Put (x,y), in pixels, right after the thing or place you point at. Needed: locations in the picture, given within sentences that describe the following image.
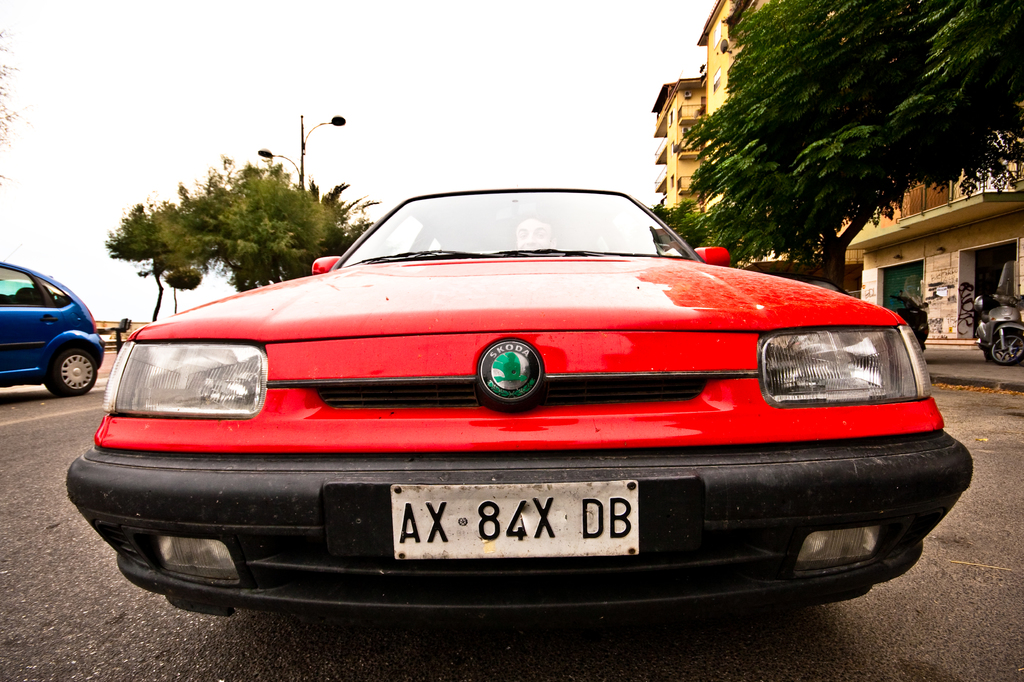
There is a car (393,415) on the road (338,673) as we can see in the middle of this image (553,344). There are some trees (129,256) and a car (31,331) on the left side of this image (67,299), and there are some buildings (955,271), trees (862,220), and bikes (993,330) on the right side of this image (848,199). There is a sky (543,161) in the background (380,144).
